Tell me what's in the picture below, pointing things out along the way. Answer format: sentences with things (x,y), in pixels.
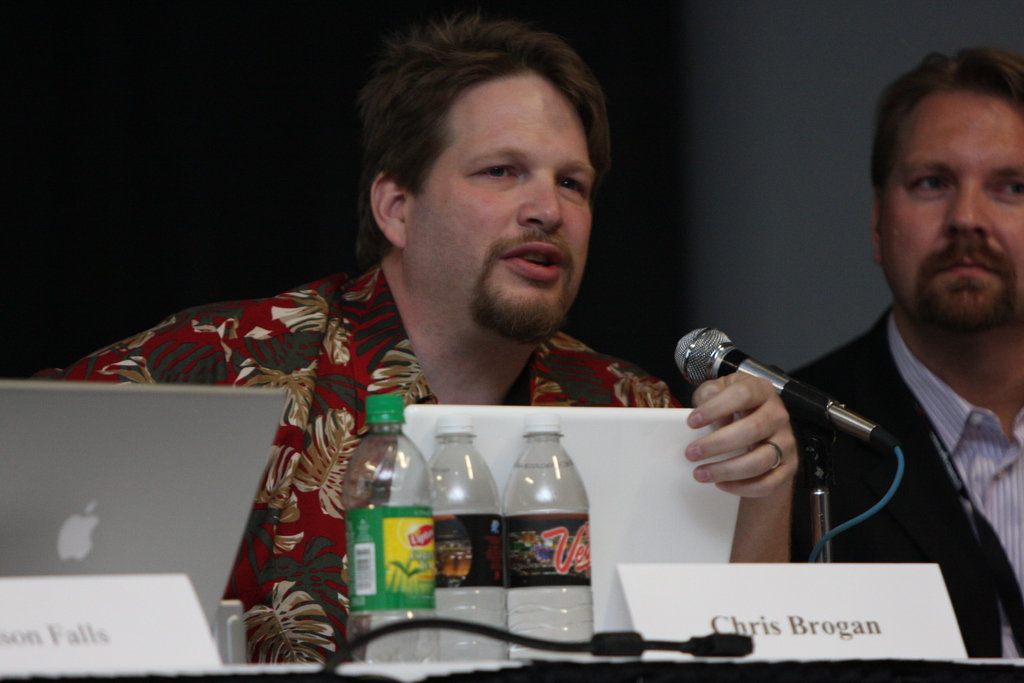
In this image, there is a person (369,353) in front of the table (365,669). This table (365,669) contains laptop (197,508), bottles (410,498) and mic (818,425). There is an another person (955,331) on the right side of the image (940,331) wearing clothes (980,465).
